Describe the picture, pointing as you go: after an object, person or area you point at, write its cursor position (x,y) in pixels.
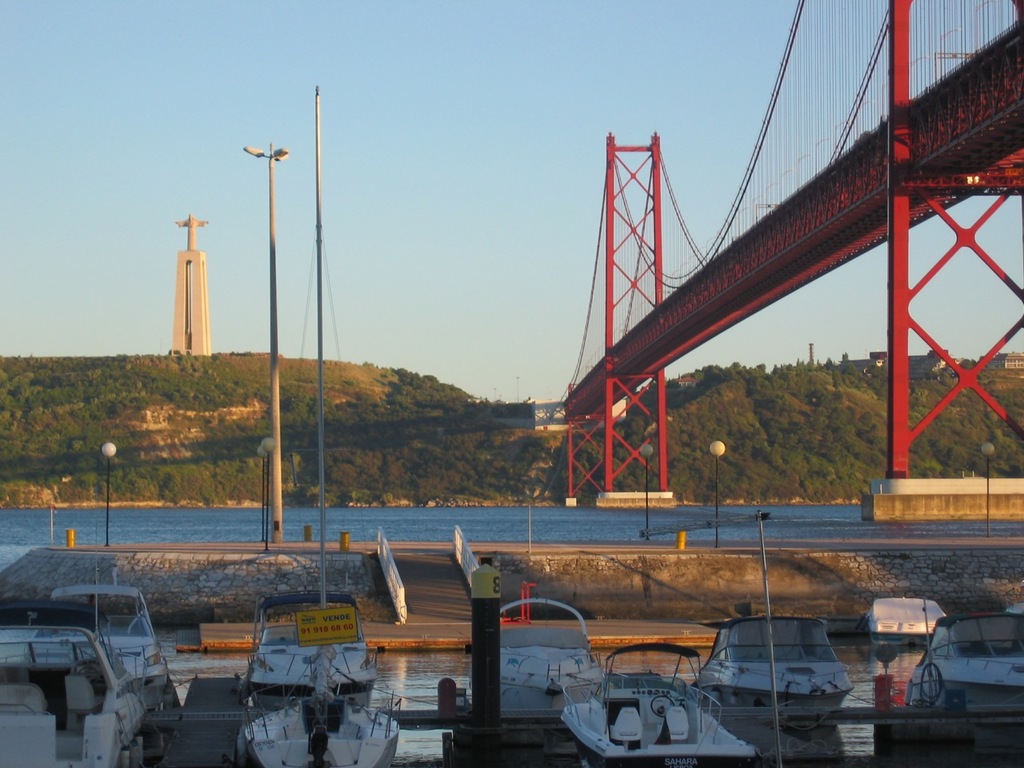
In this picture we can see a group of boats (971,649), name board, path (420,572), fences (458,550), wall (383,614), light poles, bridge (627,353), water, trees (176,485), tower (191,337), buildings (938,363) and some objects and in the background (409,137) we can see the sky (307,114).
